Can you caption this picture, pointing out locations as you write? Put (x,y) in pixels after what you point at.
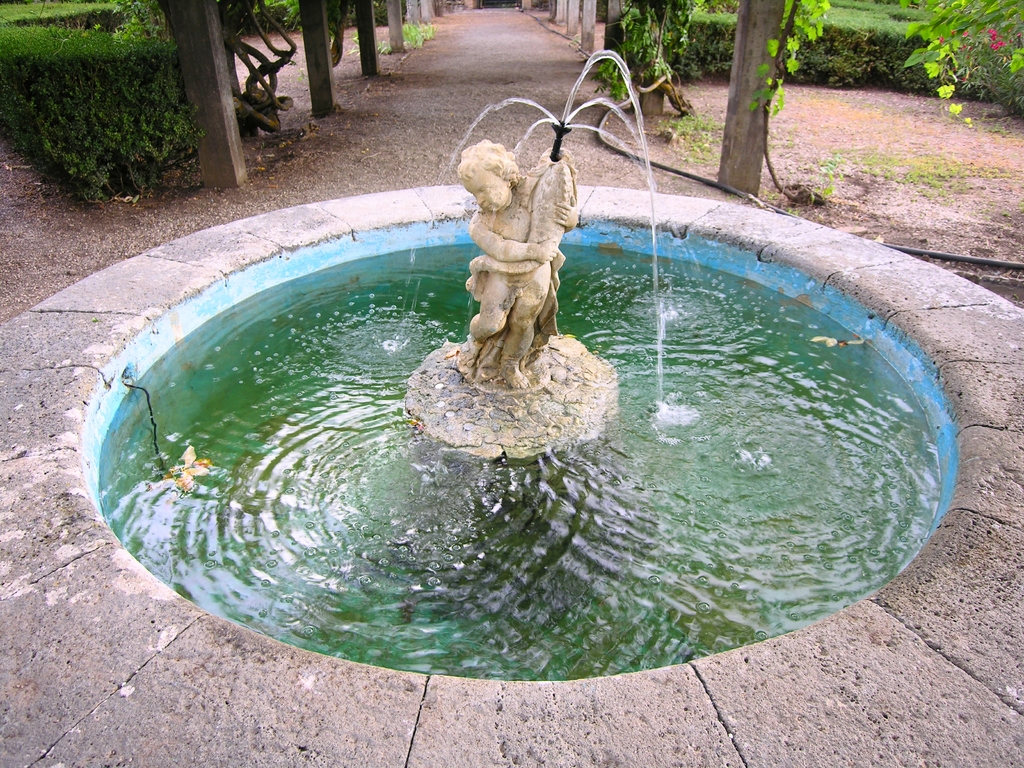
In this picture we can see a statue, fountain (652,393) and in the background (958,90) we can see trees (993,68).
